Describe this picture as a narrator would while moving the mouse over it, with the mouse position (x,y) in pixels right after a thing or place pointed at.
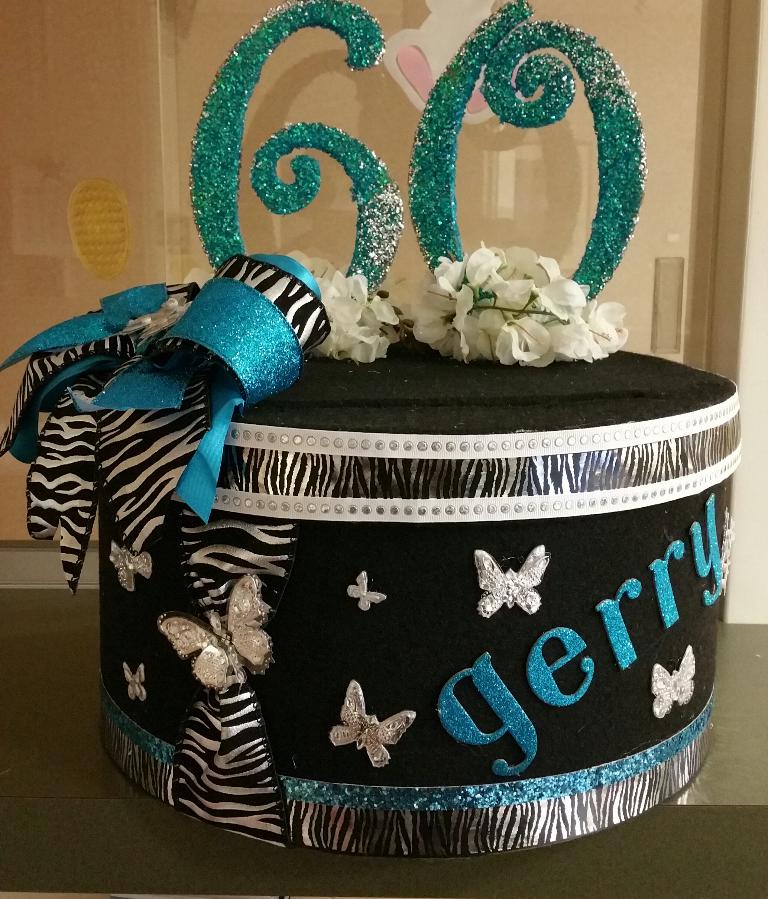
This is a zoomed in picture. In the center (370,396) there is a black color object (507,800) seems to be cake (547,424) placed on the top of the table (711,773) and we can see the butterflies (361,704) and the text (714,603) on the cake (531,645). In the background (547,141) there is a wall (182,190).
